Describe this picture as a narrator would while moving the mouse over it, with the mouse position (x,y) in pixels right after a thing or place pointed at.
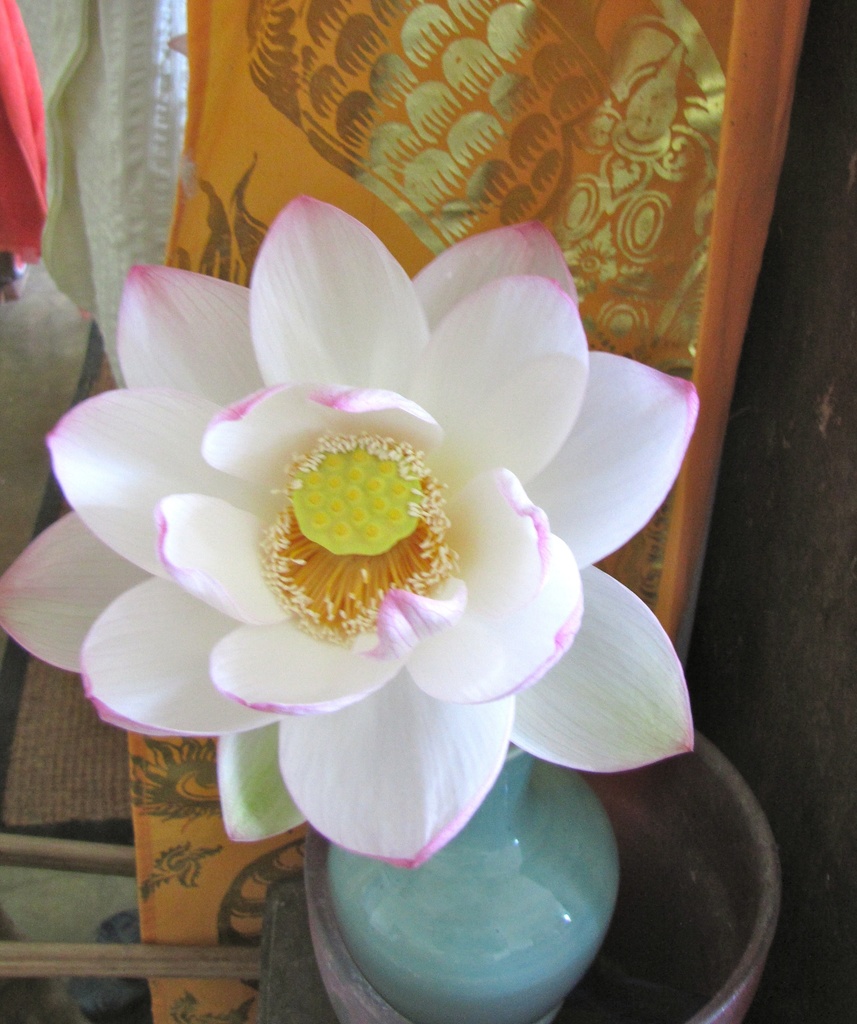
In the center of the image (475,426) we can see a flower (281,617). At the bottom (499,878) there is flower vase (520,865) in a object (652,931). In the background (537,53) we can see the clothes (270,115).
